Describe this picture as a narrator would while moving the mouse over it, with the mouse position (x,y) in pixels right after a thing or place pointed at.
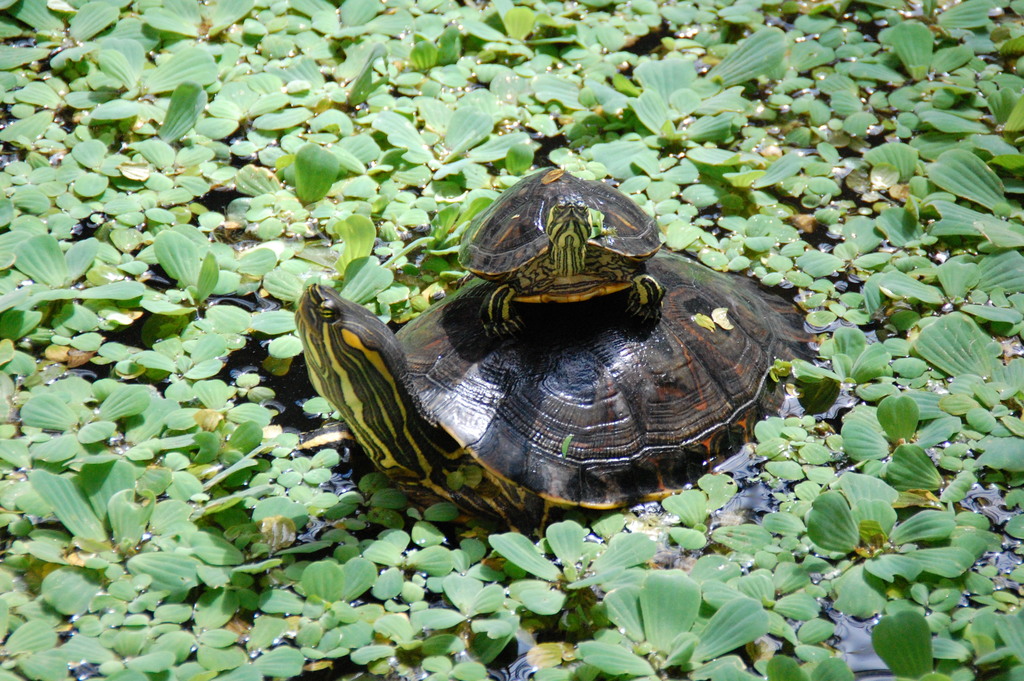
In this picture I can see a big turtle (483,353) and a small turtle (653,306) on it and few plants (470,628) in the water (549,153).
